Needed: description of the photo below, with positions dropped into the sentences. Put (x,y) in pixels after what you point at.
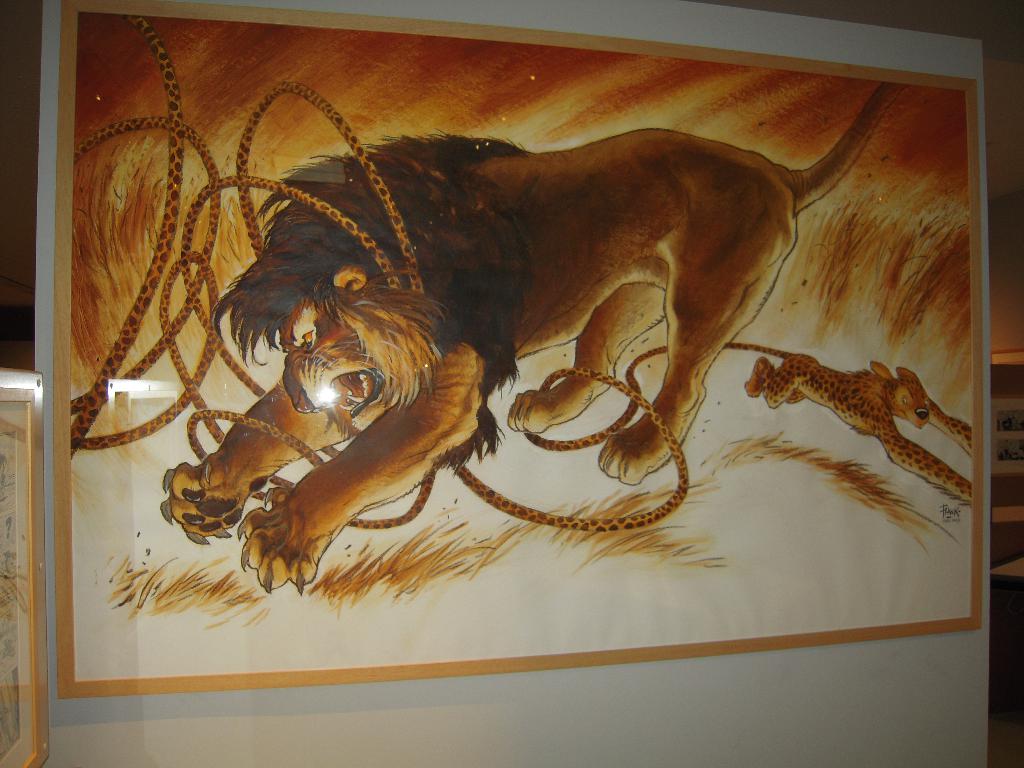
In this image I can see the painting (671,411) of the animals (849,383). I can also see the rope (186,249) and the grass (119,231).
